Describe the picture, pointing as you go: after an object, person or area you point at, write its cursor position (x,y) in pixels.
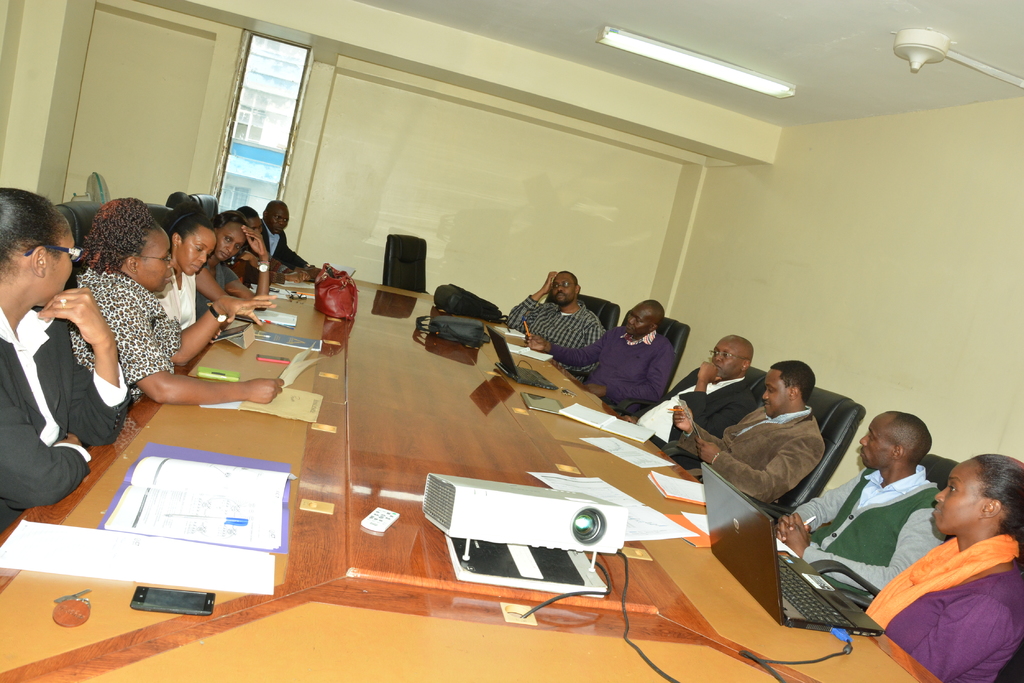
In this image I can see group of people (656,399) sitting on chairs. I can also see few laptops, bags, papers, projector (496,493) on the table (440,391) and the table (394,378) is in brown color. Background (479,158) I can see a window (299,87), and wall (459,161) is in cream color.
